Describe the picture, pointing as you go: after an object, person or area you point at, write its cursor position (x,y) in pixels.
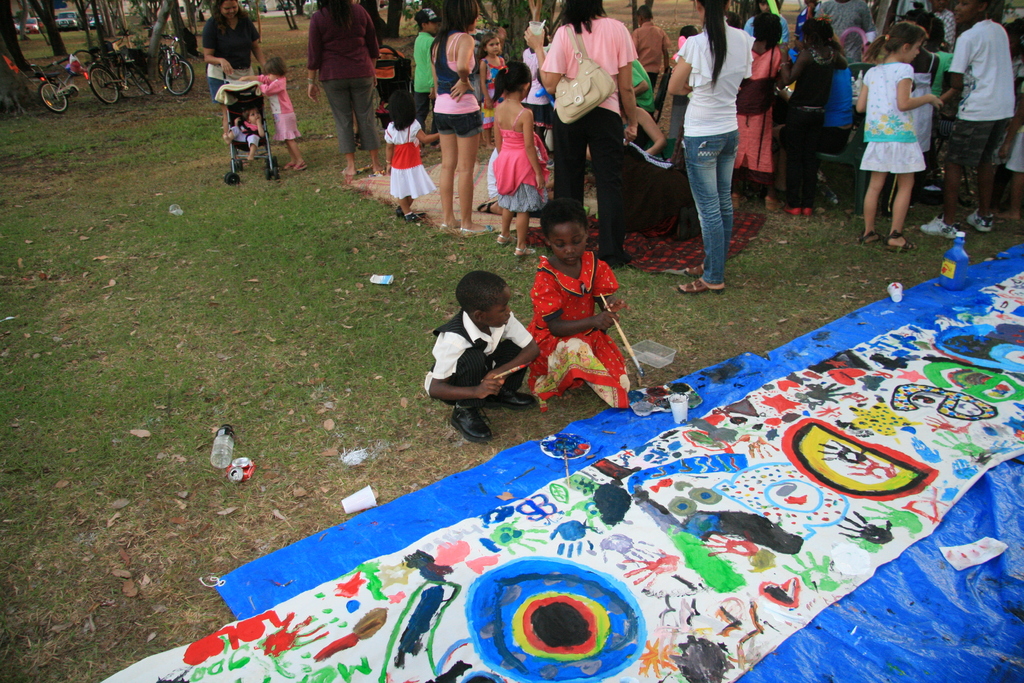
In this image there are so many people (962,47) standing in group (955,223), also there are two people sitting and painting on the ground (141,552). behind them there are so many bicycles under the tree (154,69).
